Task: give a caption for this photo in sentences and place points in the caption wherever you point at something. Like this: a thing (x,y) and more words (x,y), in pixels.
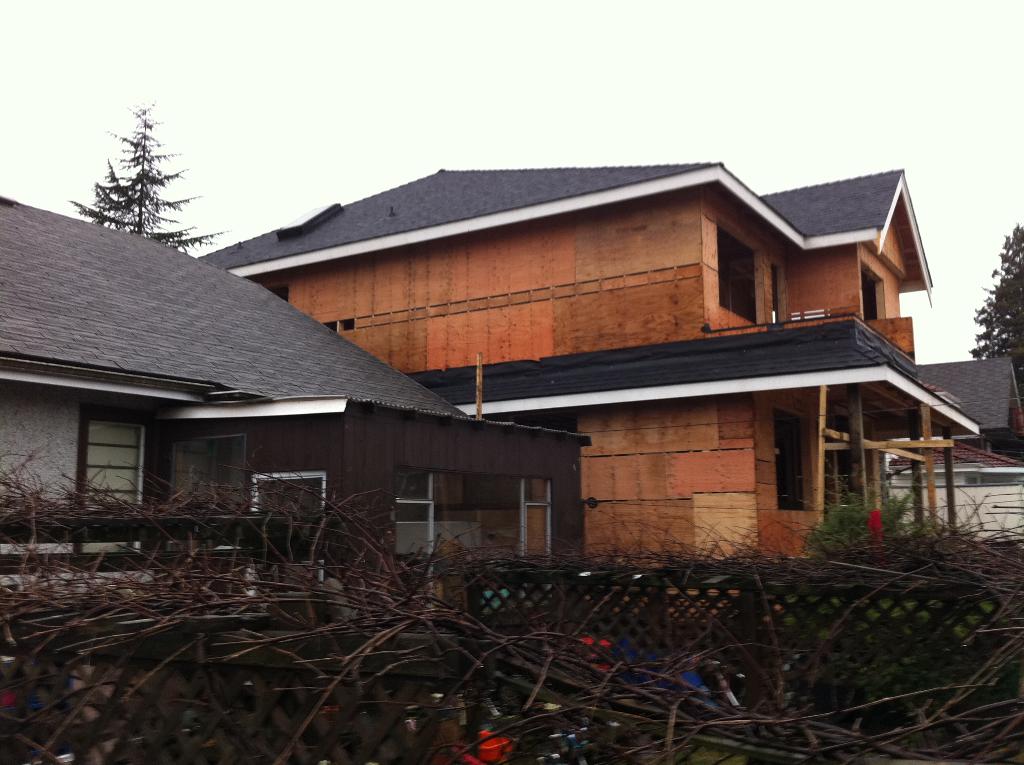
At the bottom of the picture (505,578), we see the wooden sticks (171,616), twigs (575,654) and the fence (706,603). In the middle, we see the objects (625,653) in red and blue color. In the middle (538,386), we see the buildings (526,378) with the grey color roof (302,240). Behind that, we see a tree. On the right side (1007,297), we see a tree (1018,308) and a building (960,476) in white color. At the top (408,77), we see the sky (504,120).
